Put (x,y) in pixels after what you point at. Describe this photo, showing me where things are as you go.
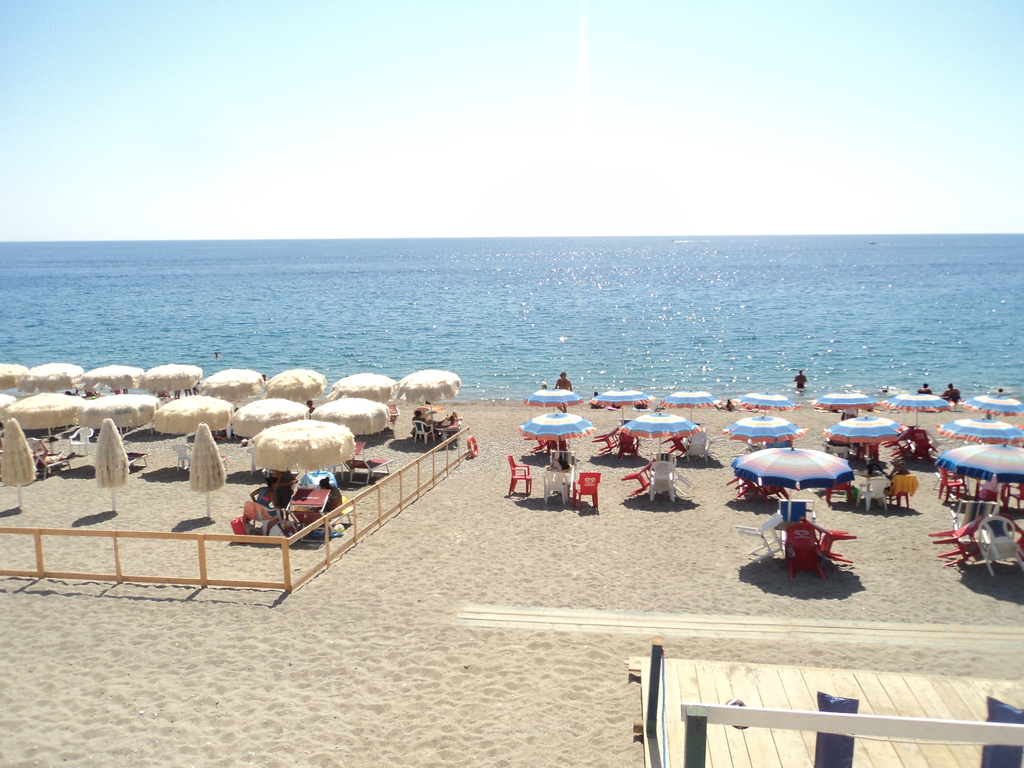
In this image we can see an ocean (644,324) and beach area (484,586). On beach (906,581) we can see table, chair (515,483) and umbrellas (561,424). And people (278,485) are swimming and sitting. The sky (386,120) is clean.
